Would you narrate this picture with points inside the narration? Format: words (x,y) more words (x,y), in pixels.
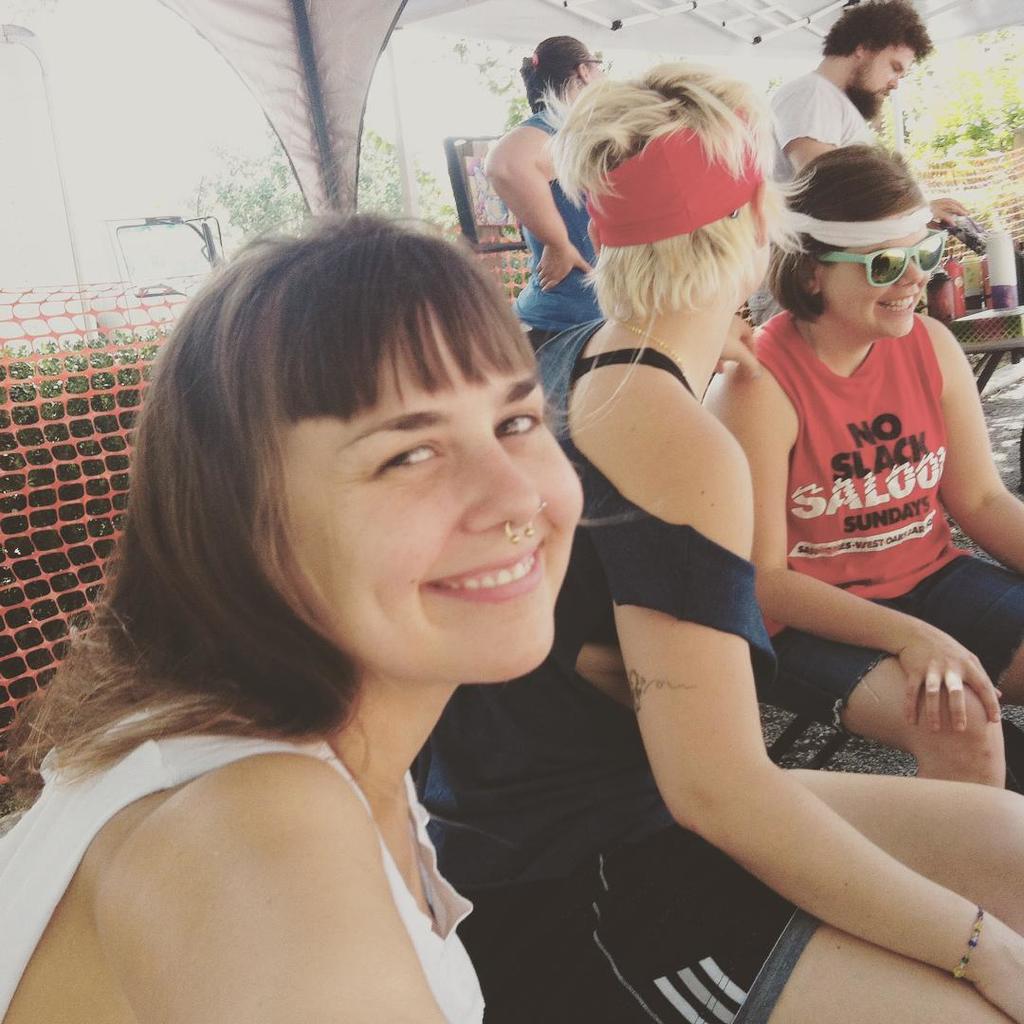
In this image there are a group of people (424,736) some of them are sitting and some of them are standing, and in the background (95,447) there is a net (104,463) and some tables (1003,350). On the tables (969,341) there are some bottles (964,275), and on the top (490,37) there is ceiling (537,25) and some tents (321,84). In the background (278,187) there are some trees (374,170) and boards (474,187).
